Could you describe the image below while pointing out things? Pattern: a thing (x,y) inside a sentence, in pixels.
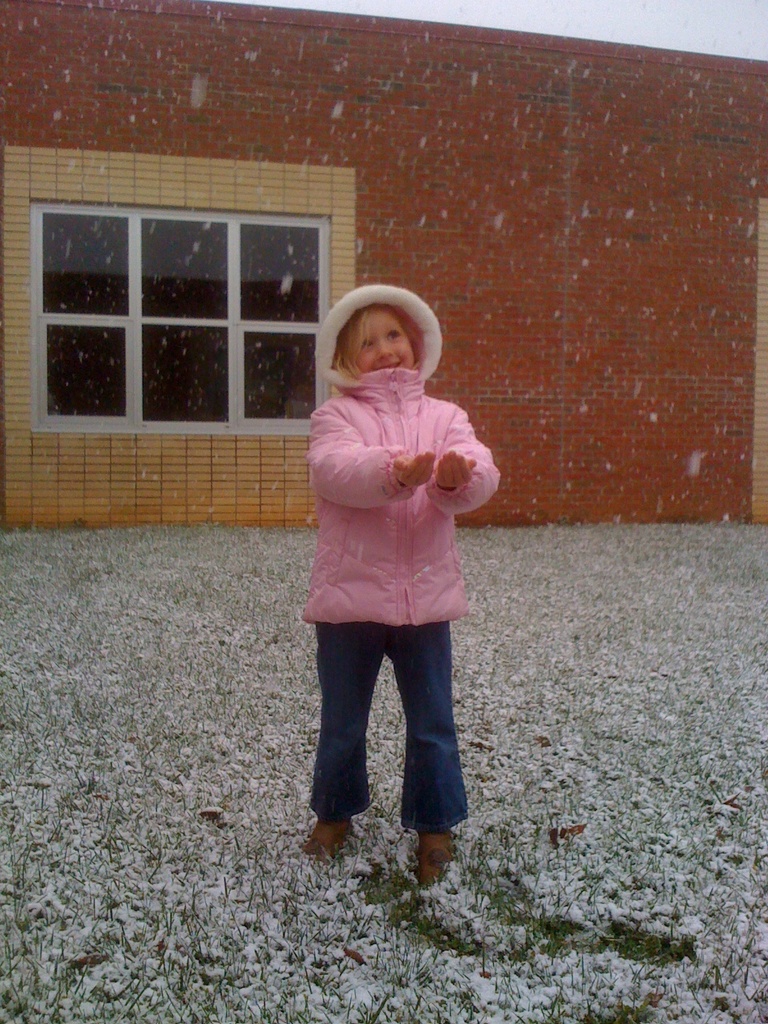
In this image I can see a girl (380,511) wearing pink jacket (373,480) and blue jeans (399,641) is standing on the ground (481,820) and I can see some grass (183,791) and the snow (274,882) on the floor (550,878). In the background (61,212) I can see the building (562,201) and the window (213,214) of the building (179,272).
